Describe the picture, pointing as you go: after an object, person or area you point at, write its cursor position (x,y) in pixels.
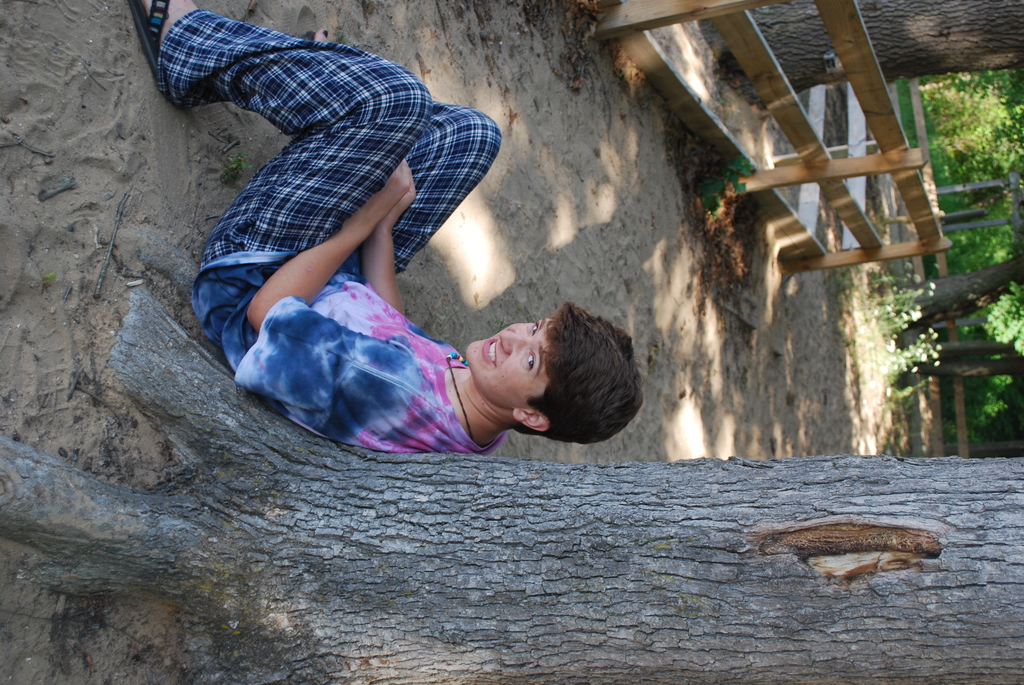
In this image I can see the person (325,236) with the dress (342,296). Behind the person (335,325) I can see the trunk (628,581) of the tree (612,593). In the background (757,197) I can see the fence (913,232) and many trees (935,281).
